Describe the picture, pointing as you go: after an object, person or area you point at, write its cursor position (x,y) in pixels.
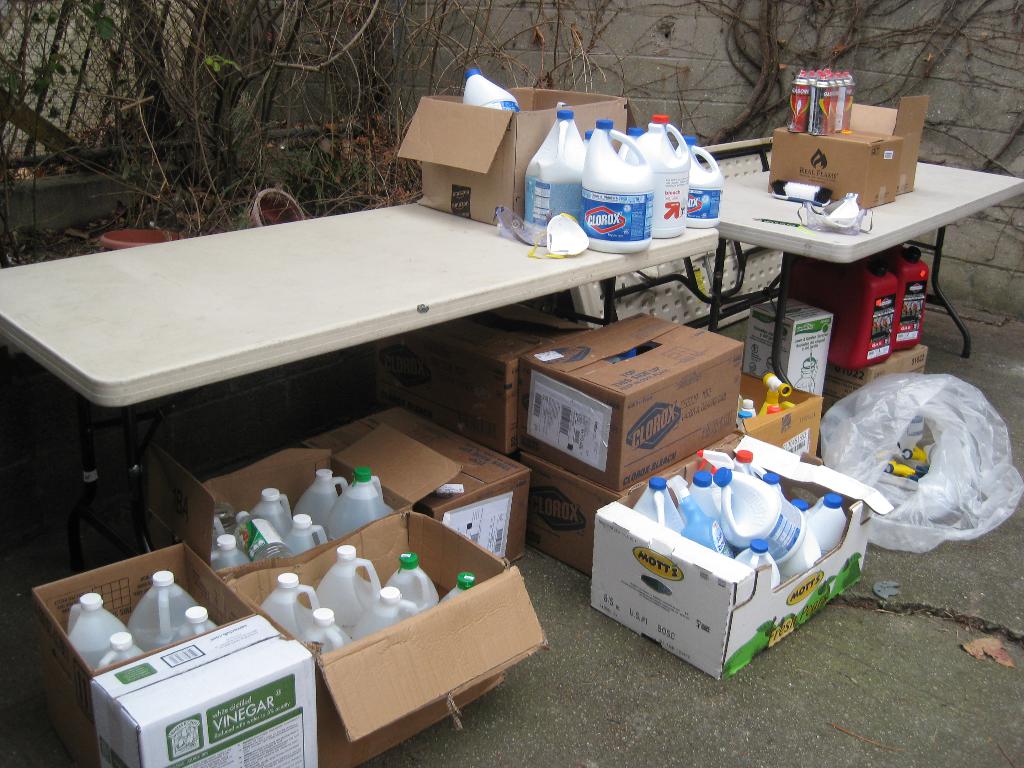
In the image we can see there are bottles (389,608) which are kept in cardboard box (374,660) and there are number of cardboard box (649,427) which are kept on the ground (648,732) and on the table (488,229) there are again bottles (545,187) and there is another cardboard box (862,147) on the table (872,213) on which there are fuel cans (816,110). Behind the table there is wall (438,66) on which plants (357,40) are like creepers (249,94).
